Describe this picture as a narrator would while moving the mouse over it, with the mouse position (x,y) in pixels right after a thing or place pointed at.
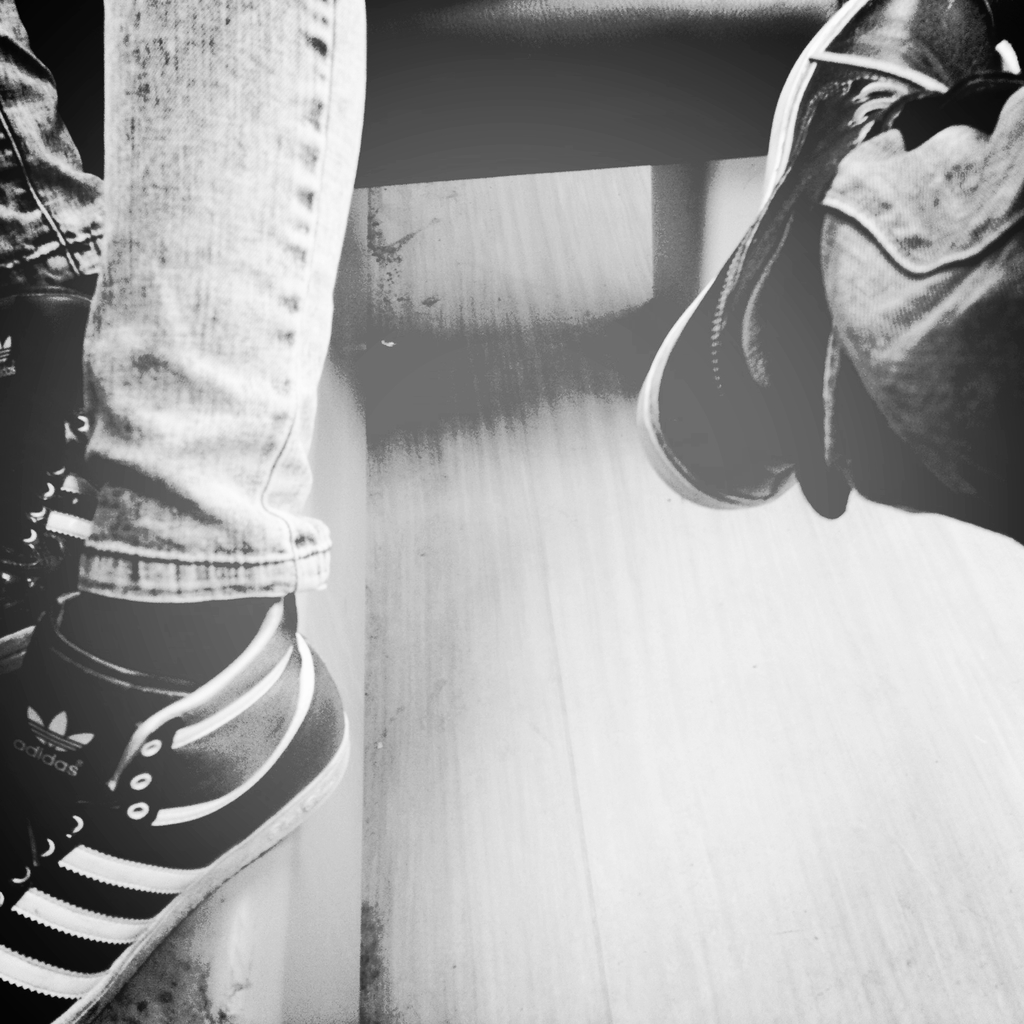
In the image we can see there are legs (935,381) of person (852,371) who is wearing shoes (307,660) and jeans (198,266). The image is in black and white colour.
